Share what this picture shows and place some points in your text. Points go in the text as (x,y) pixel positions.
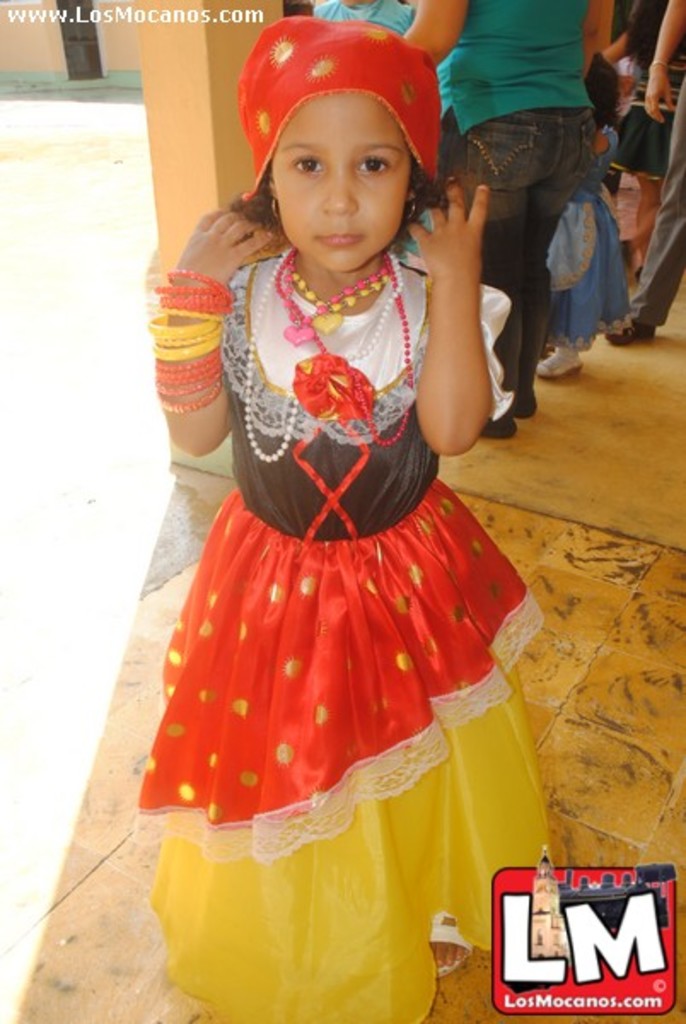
This image consists of a girl (318,518) wearing a red color headgear (408,136) is standing. At the bottom (565,750), there is a floor (48,167). In the background (436,18), there are many people (665,126). And we can see a pillar (180,124).
